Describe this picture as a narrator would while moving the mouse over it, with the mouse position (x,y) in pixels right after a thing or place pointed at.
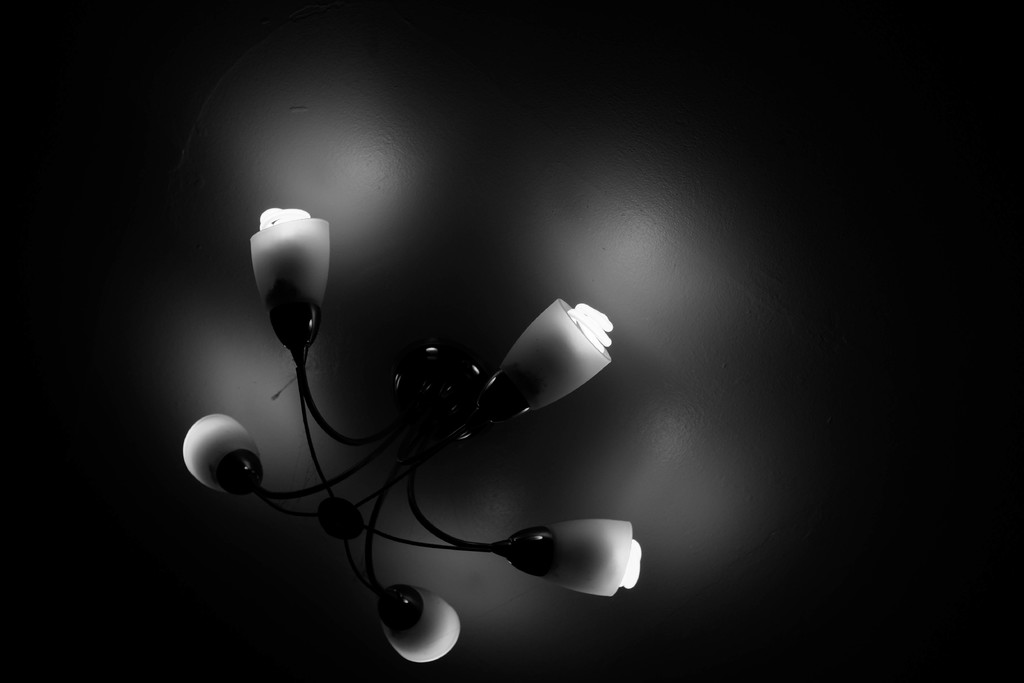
This is a black and white picture. On the ceiling (377,309) there is a chandelier (327,516) with lights (279,222) on.
